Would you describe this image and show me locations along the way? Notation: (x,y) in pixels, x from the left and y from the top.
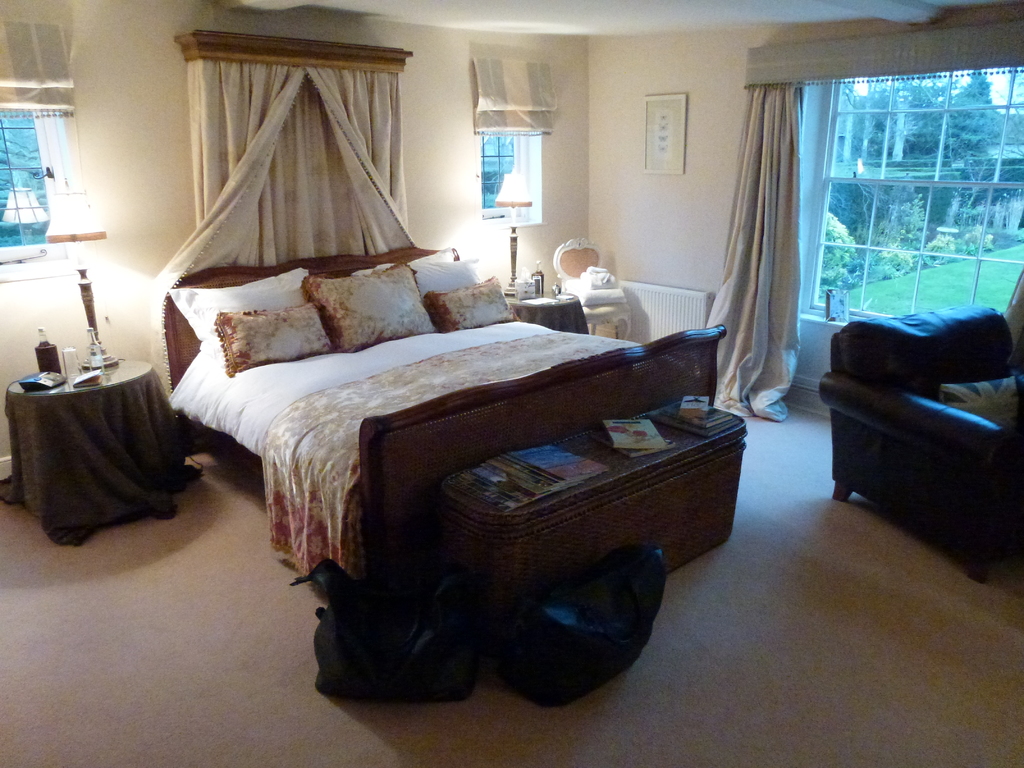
In this image there are chairs (974,360), books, glass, bottle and some objects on the tables (153,509), blankets (301,440) and pillows (204,313) on the bed (259,277), frame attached to wall (115,335), windows (935,150), lamp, curtains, carpet (201,662), plants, grass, trees (985,93), sky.
